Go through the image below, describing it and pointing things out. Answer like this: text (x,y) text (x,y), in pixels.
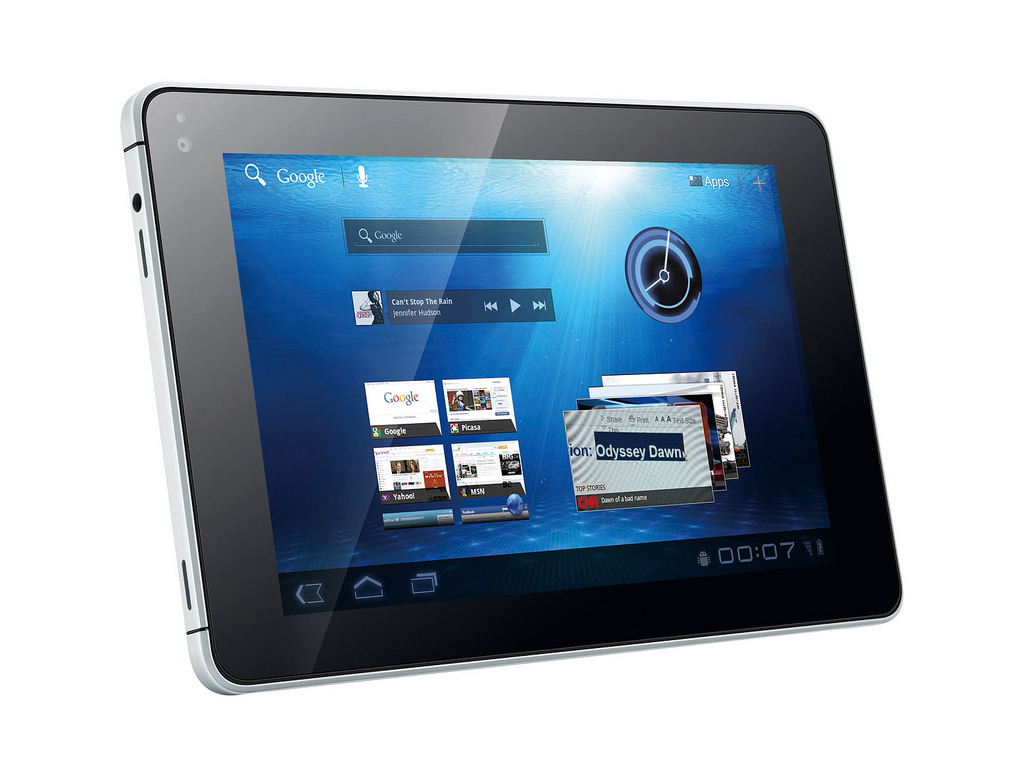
In this image we can see there is a tab (596,613).
